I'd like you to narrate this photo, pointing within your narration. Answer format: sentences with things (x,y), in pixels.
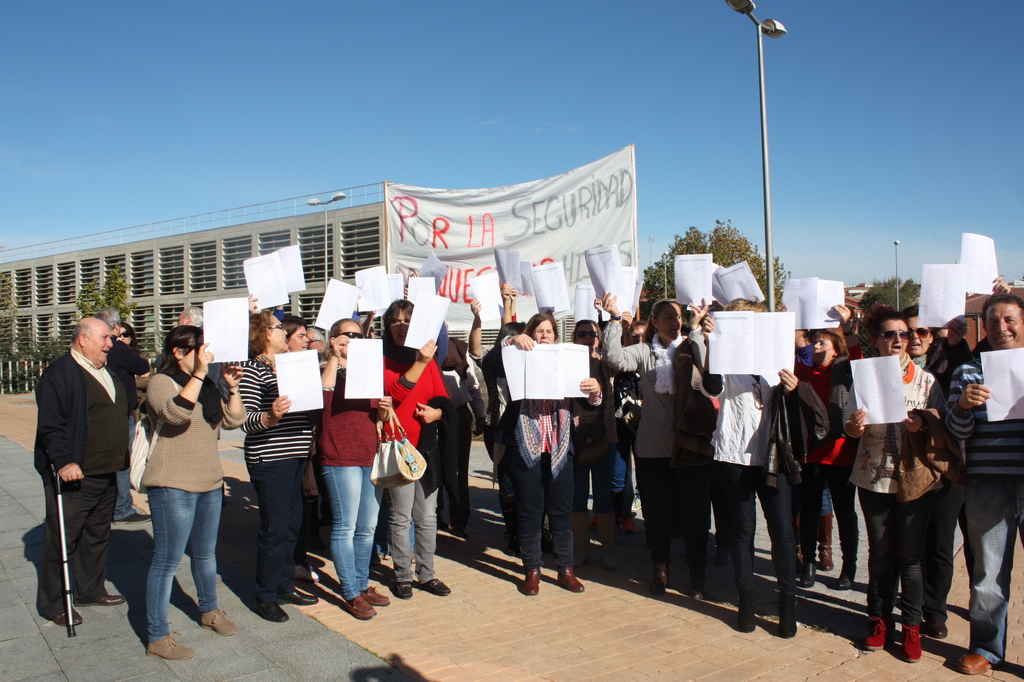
In this image there are a few people (350,409) standing and holding placards (521,377) in their hands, in the background of the image (370,238) there are trees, buildings (372,253) and lamp posts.
